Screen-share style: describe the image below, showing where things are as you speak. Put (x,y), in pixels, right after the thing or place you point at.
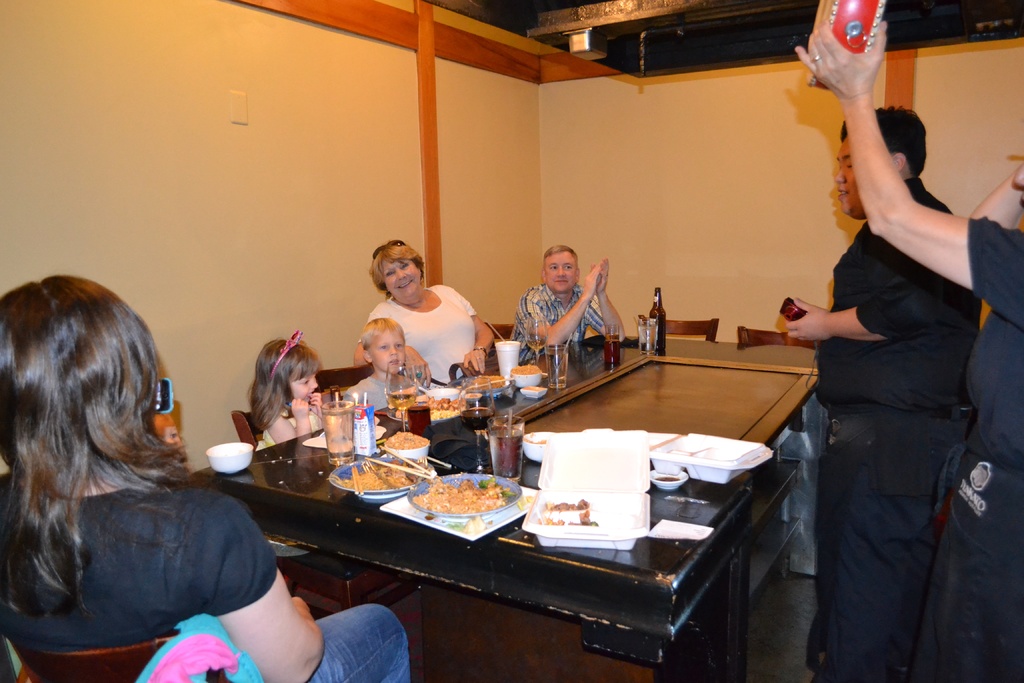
There are three people (441,312) and two kids (261,441) sitting on the chairs (131,668). This is the table (648,399) with plates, bowls (530,377), glasses (539,354), bottle (658,316) and few other things (672,452) placed on it. Here is the man (878,372) standing. I can see another person (987,267) at the right corner of the image (993,360) standing and holding red color object (864,21) in his hand (838,88). This is the wall (209,178).
